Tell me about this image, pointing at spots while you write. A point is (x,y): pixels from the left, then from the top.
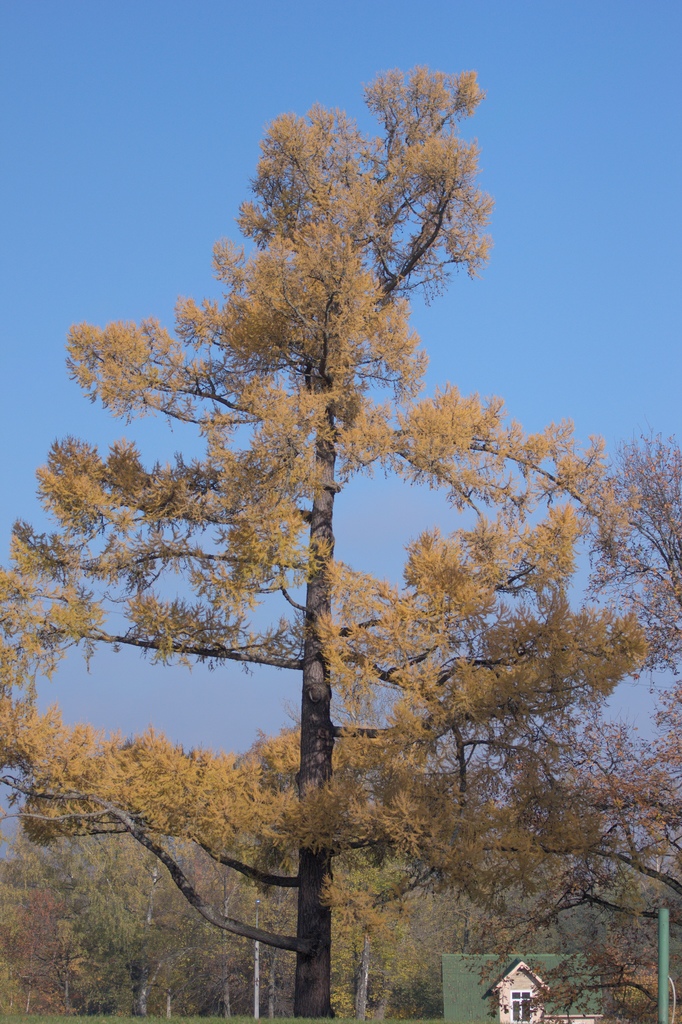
In this image, we can see so many trees (373,812), house (562,954) and pole (664,1003). Background (390,558) there is the sky (401,552).
